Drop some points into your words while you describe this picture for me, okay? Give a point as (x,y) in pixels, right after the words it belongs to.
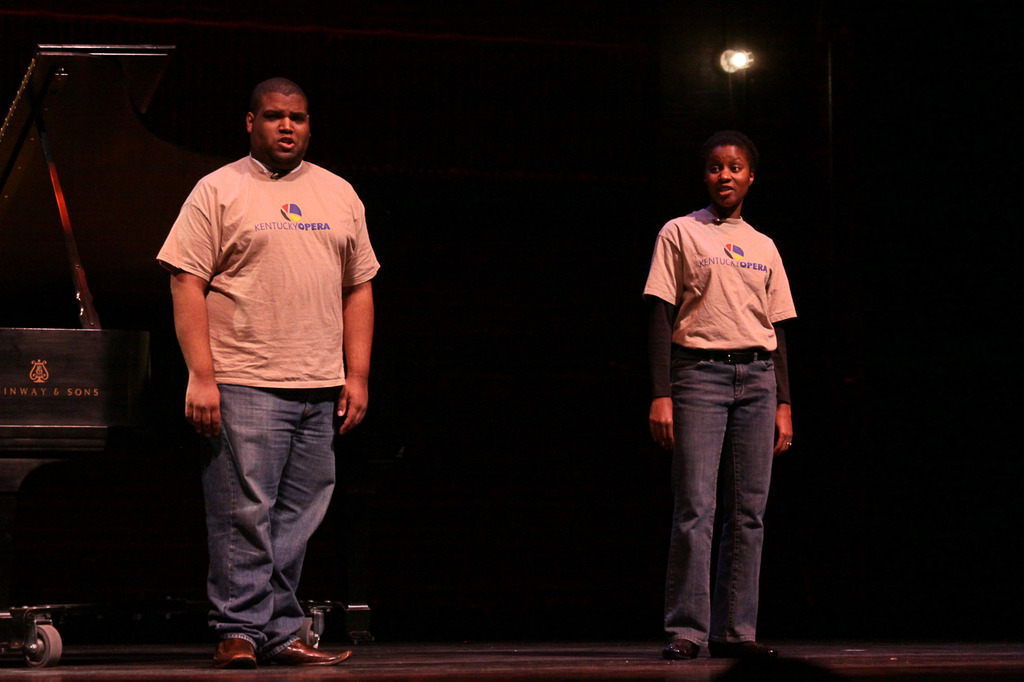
There is a man (275,577) and woman (678,548) standing on stage (74,666).
